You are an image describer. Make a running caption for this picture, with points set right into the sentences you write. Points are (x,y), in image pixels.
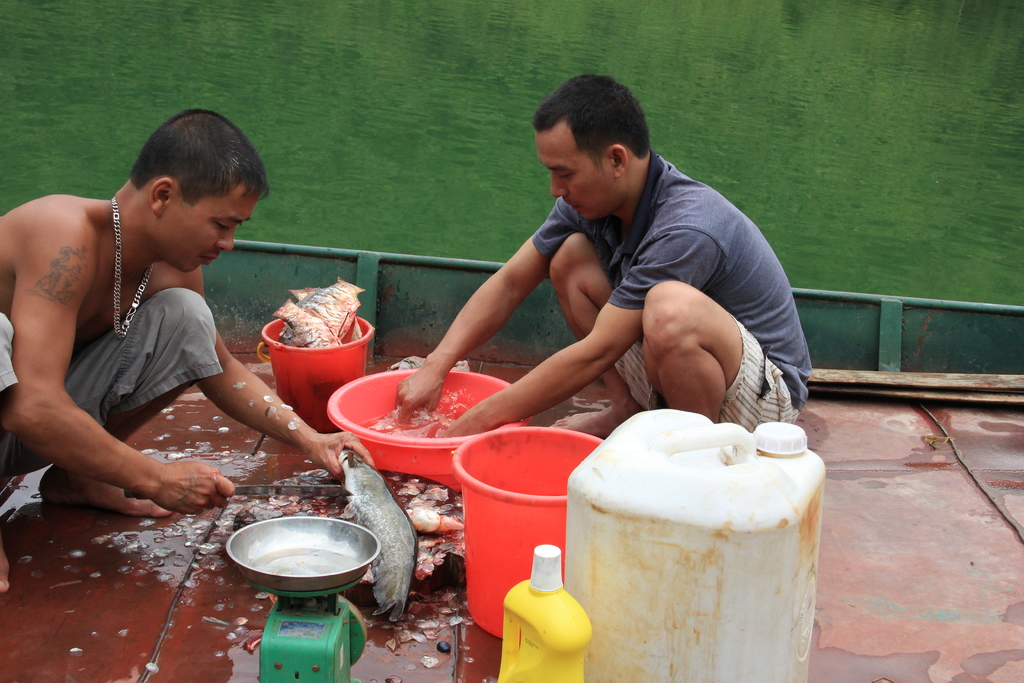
In this image we can see two persons (112,234) sitting on the floor (879,492) and cleaning fish (356,457). Other than this we can also see weighing machine (309,588), fish (371,505), buckets (494,517) and a bin (704,566).
